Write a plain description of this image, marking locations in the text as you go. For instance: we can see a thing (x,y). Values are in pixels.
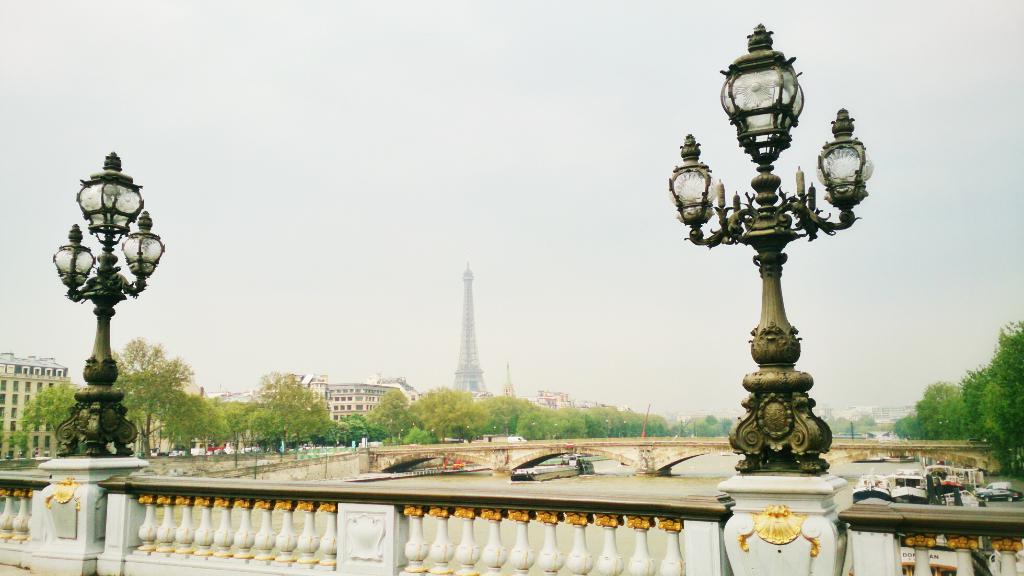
In this image there is a fence (391,502) having few street lights (78,446) on it. Few boats (863,497) are on the surface of the water (630,486). There is a bridge (396,461). Right side (1007,498) there are few vehicles (996,487) on the land (996,506). Middle of the image (476,384) there is a tower (471,284). Background (449,396) there are buildings (322,398) and trees (491,417). Top of the image (523,131) there is sky (242,121).
